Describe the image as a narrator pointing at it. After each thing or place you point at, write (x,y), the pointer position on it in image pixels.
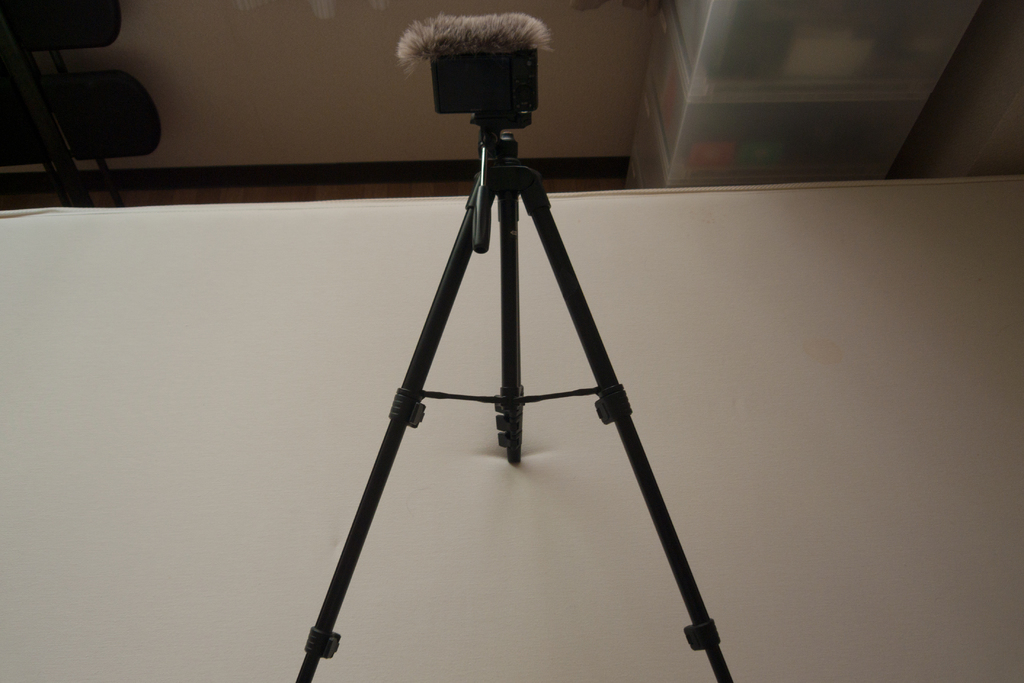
In this image in the front (481,213) there is a stand (434,299) which is black in colour. In the background (270,38) there is a wall (368,49) and in front of the wall (247,57) there is an empty chair (82,90) and there are boxes (693,88) which are white in colour.
